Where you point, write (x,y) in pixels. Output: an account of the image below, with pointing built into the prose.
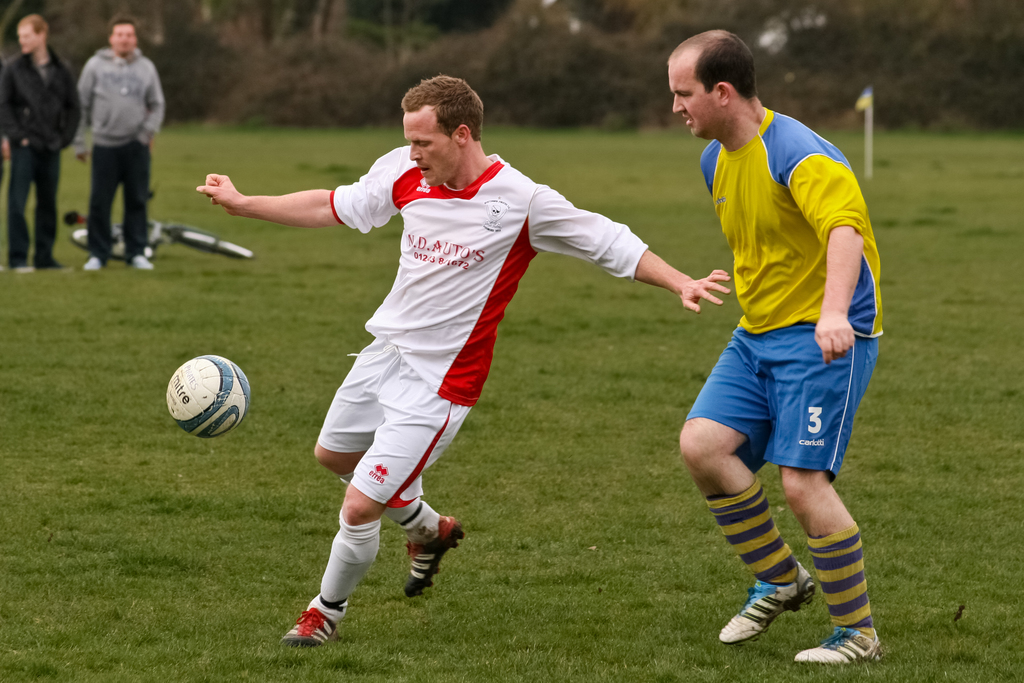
In this image we can see this person (351,219) wearing white T-shirt (469,263), socks (328,579) and shoes (414,543) and this person (778,247) wearing yellow T-shirt (877,240), socks (860,571) and shoes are standing on the ground (894,587) and there is a ball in the air. The background of the image (1002,60) is blurred, where we can see two persons (96,77) are standing on the grass (90,322), we can see a bicycle (172,225), we can see the flag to the pole (865,96) and trees (826,99).
